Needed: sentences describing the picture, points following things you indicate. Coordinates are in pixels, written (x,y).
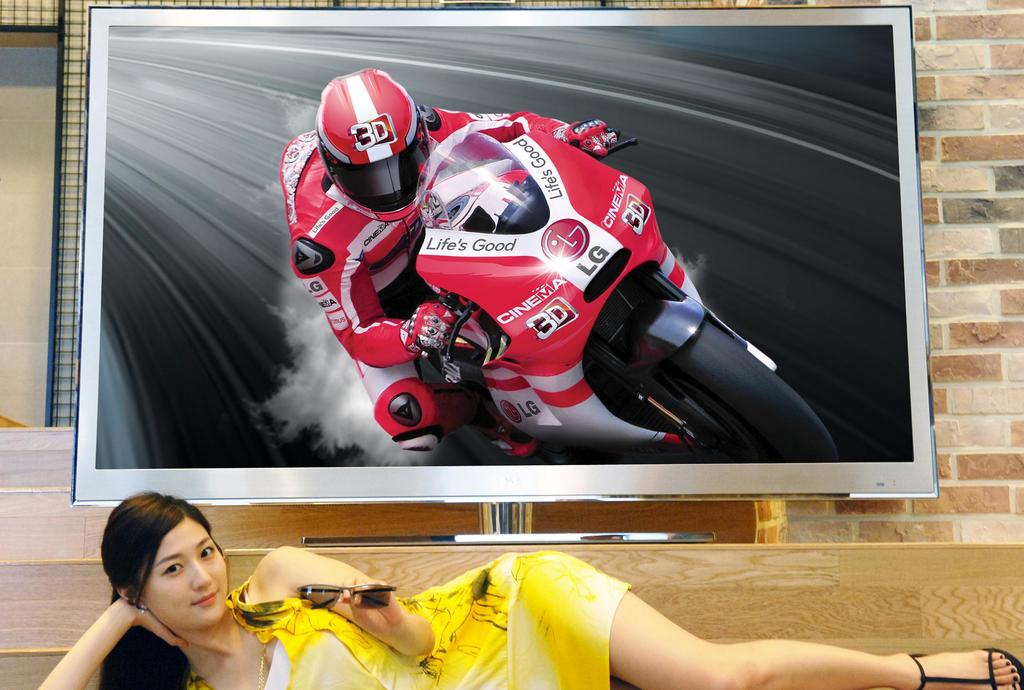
A woman (202,574) is lying on a table (89,619). There is a Tv screen (919,478) behind her with moto gp racer (389,124) on it.
